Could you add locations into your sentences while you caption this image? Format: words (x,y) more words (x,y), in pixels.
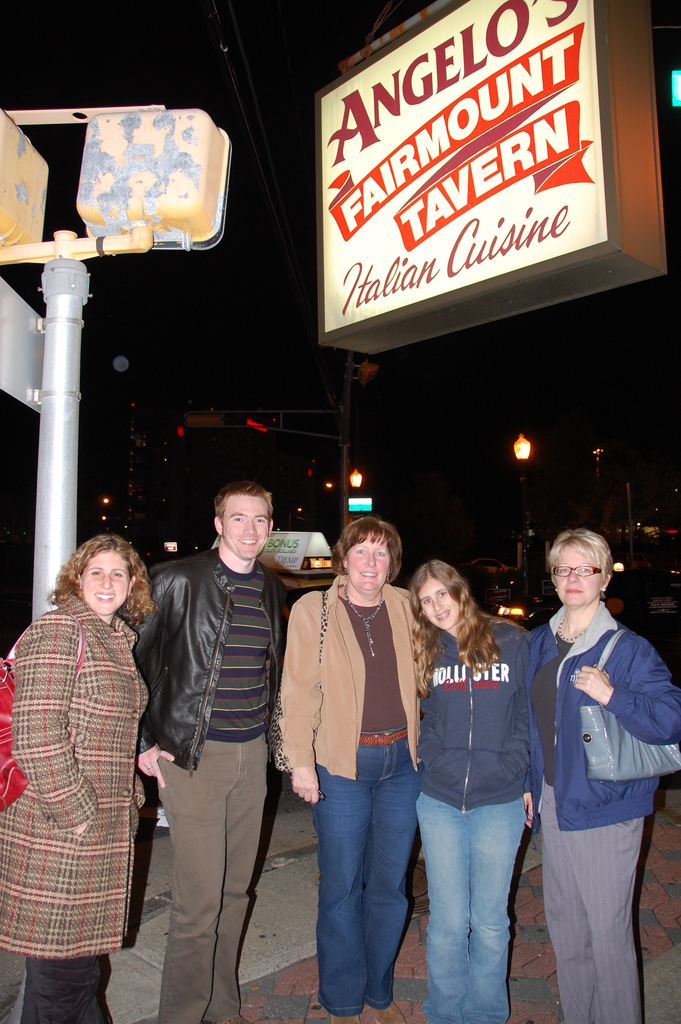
In this image, I can see five persons (186,681) standing and smiling. At the top left side of the image (142,239), I can see a pole (55,515). At the top right side of the image (530,246), there is a name board (523,270). There are light poles (345,507) and I can see a dark background (196,485).
